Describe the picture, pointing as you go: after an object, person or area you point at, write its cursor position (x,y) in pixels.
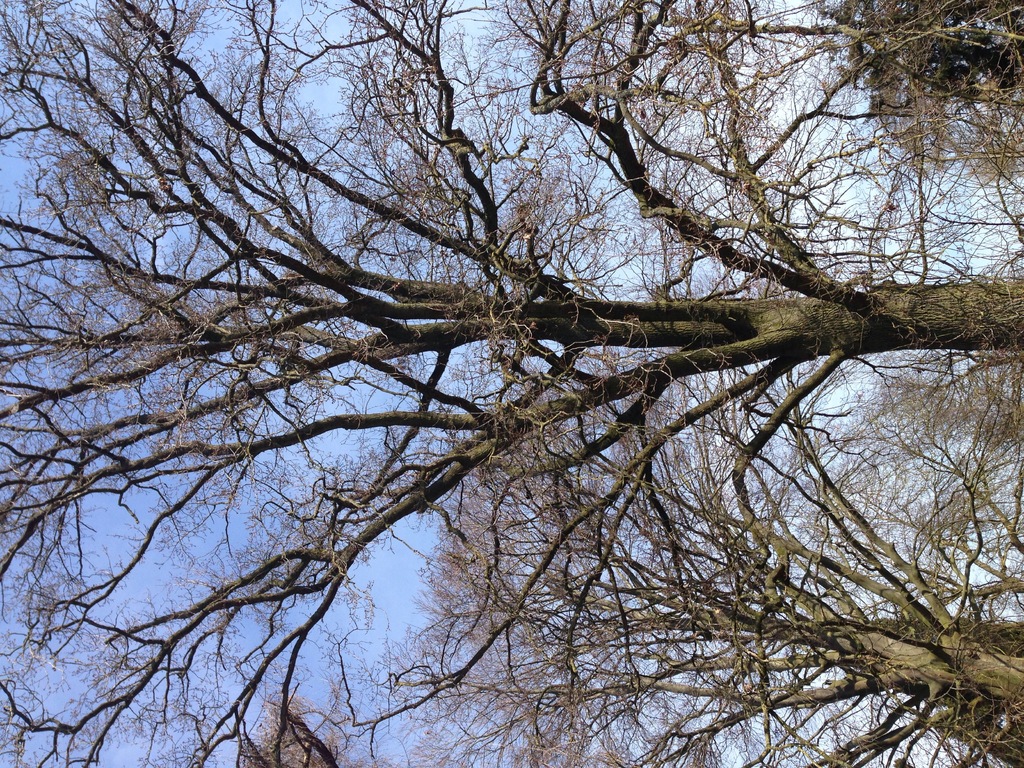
In this image there are trees (695,158), in the background (571,164) there is sky (297,522).
